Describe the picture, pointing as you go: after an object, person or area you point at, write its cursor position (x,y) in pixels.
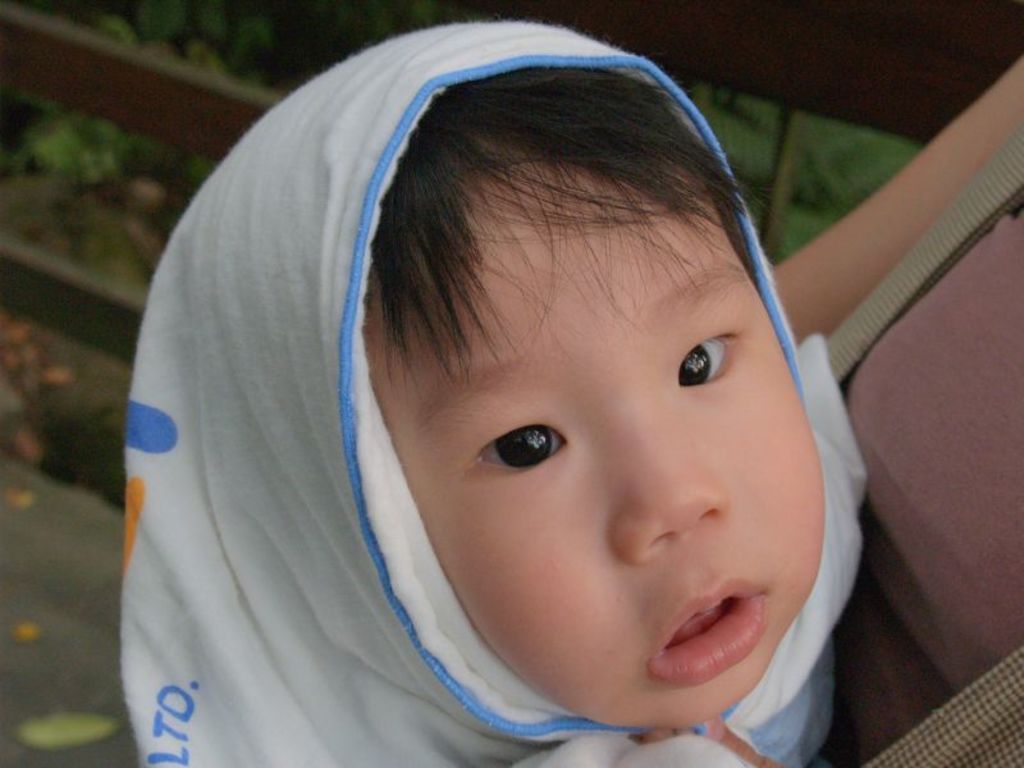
In this picture there is a girl (559,121) who is wearing white color scarf (435,625), beside her we can see the bag (921,690). She is sitting on the bench (632,46). In the top left corner (240,31) there is a plant (252,38).
